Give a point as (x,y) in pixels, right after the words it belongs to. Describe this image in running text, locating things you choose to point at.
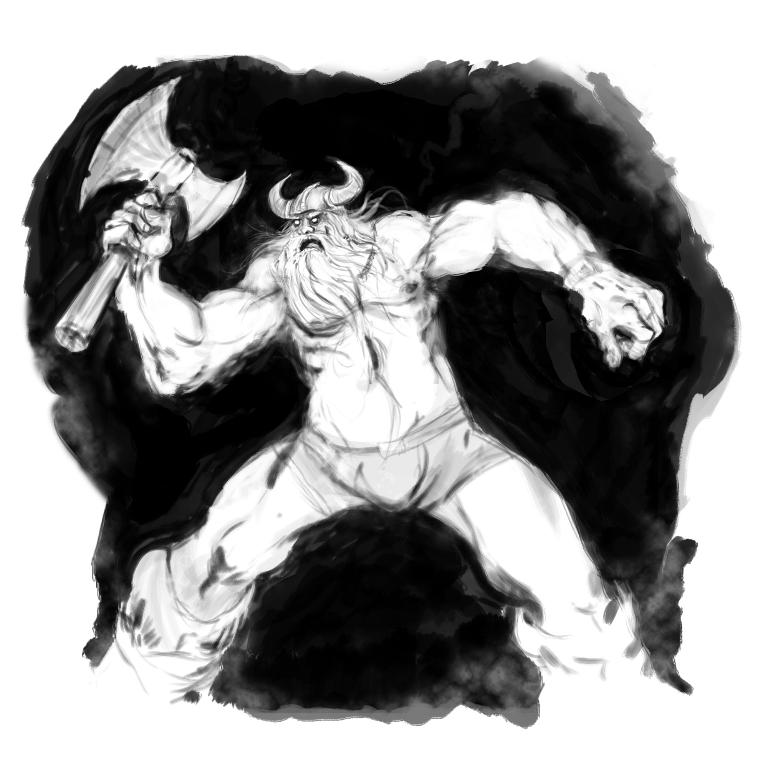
In this image we can see a painting (296,311) of a person (379,245), he is holding an ax (152,153), and the background (198,108) is black in color.
